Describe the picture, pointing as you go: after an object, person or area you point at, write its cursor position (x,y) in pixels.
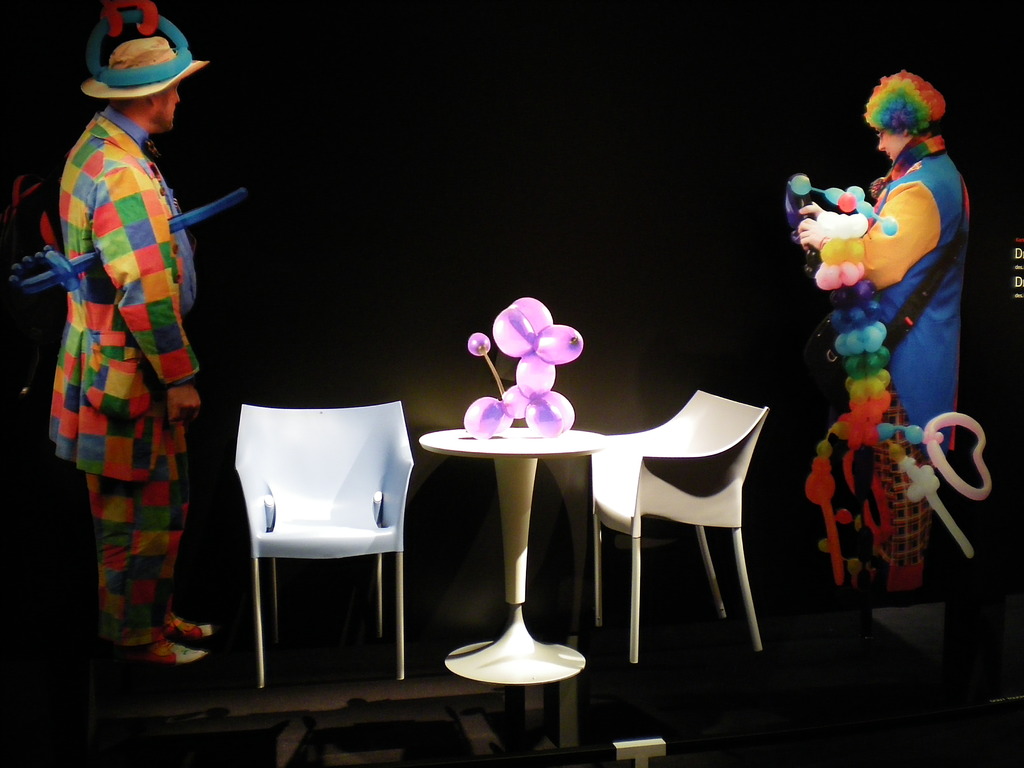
In this picture this 2 persons (116,510) are highlighted. This 2 persons (896,110) wore colorful dress (116,458). In-front of them there are 2 chairs (298,490) and table (536,448). On a table (523,447) there is a balloon (529,403).
